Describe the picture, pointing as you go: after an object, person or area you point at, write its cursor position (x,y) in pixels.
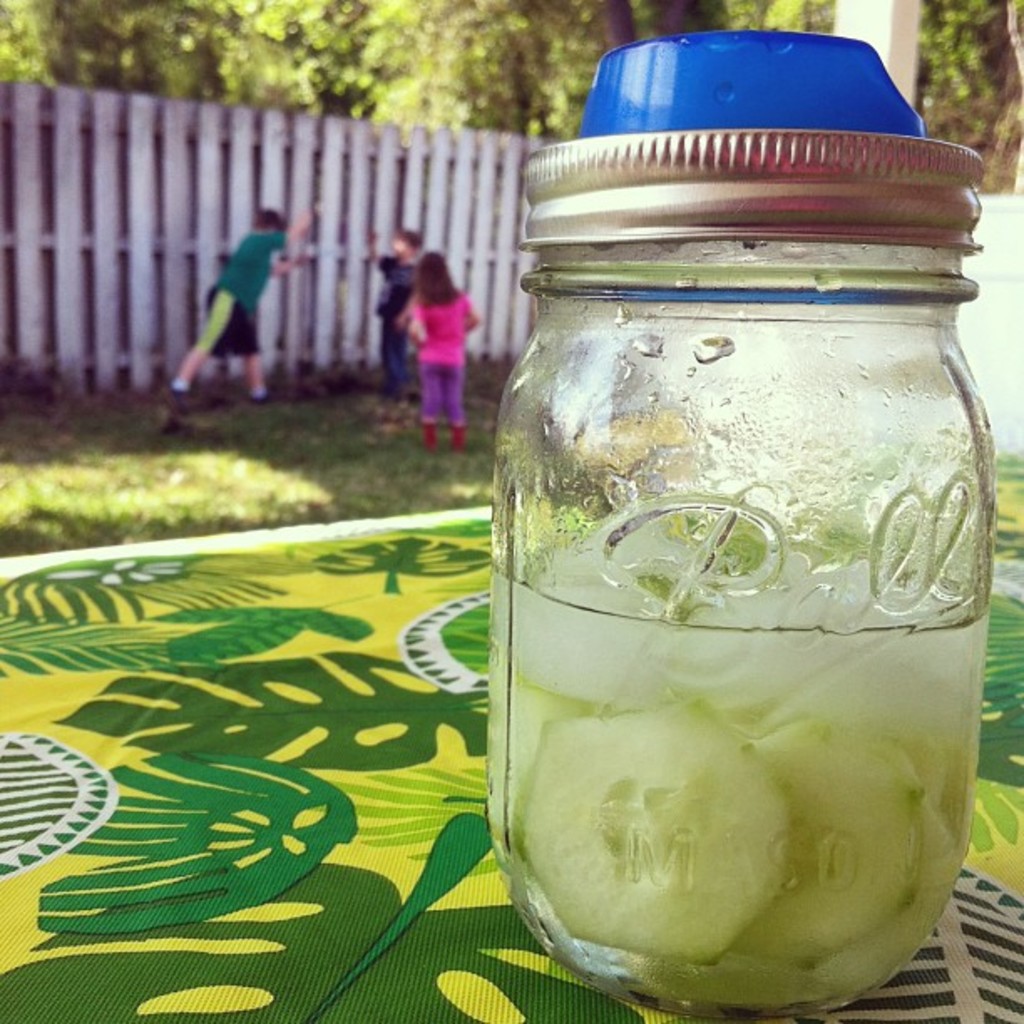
In the center of the image (609,461) we can see cucumbers (678,763) and water (761,625) in jar (707,618) placed on the table (535,993). In the background (62,194) we can see fencing (304,320), persons (388,313), grass (304,438) and trees (304,34).
